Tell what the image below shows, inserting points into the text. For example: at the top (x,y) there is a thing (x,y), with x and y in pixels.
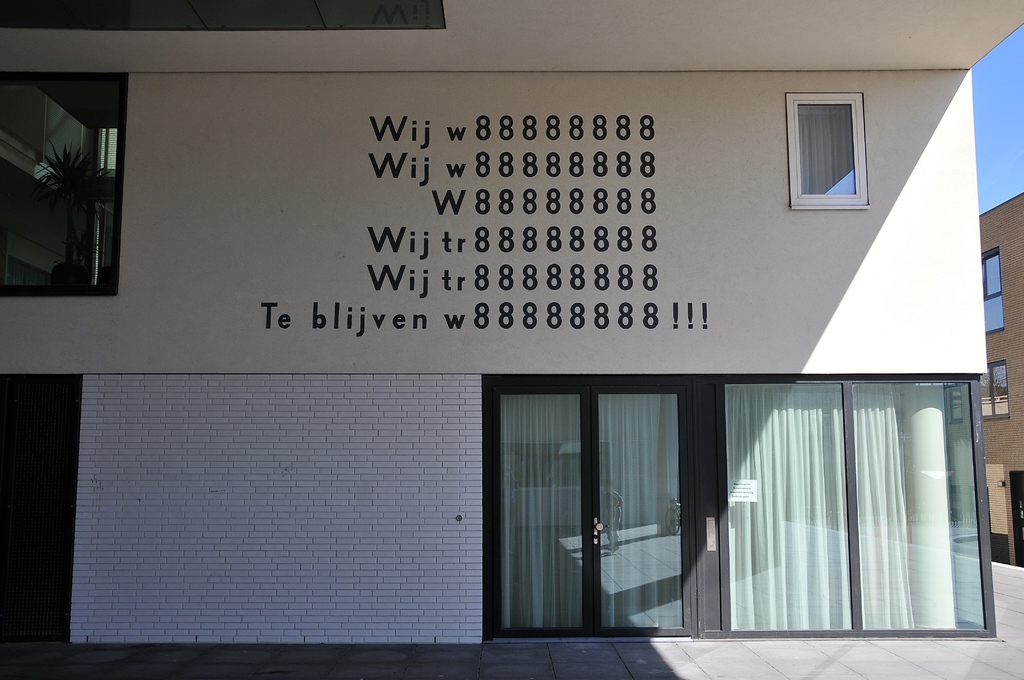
This is the picture of a building (554,263). In this image there is a text (451,326) on the building (472,299) and there are curtains (756,427) behind the door (640,472) and window (756,411). On the left side of the image (67,219) there is a plant (58,192) behind the window (6,249). On the right side of the image (1015,500) there is a building (996,492). At the top (990,110) there is sky (975,94).
